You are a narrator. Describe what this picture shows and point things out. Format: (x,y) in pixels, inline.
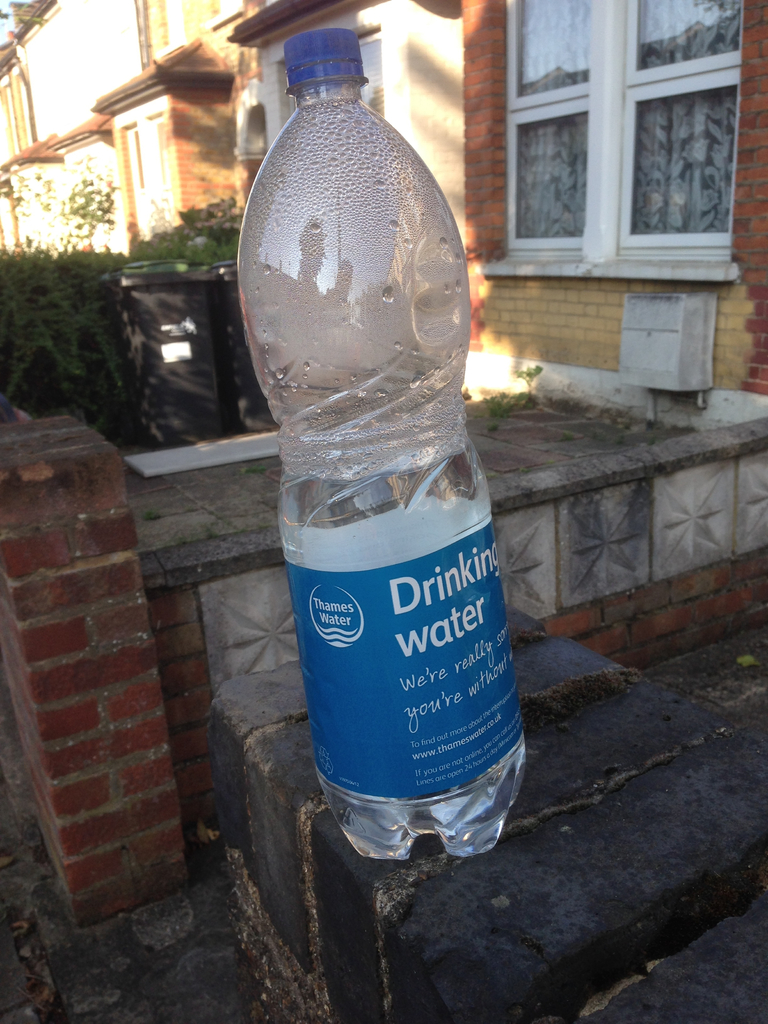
A bottle (369,472) is on the brick wall (458,1013), behind it there is a building (576,49) and plants (54,344).
